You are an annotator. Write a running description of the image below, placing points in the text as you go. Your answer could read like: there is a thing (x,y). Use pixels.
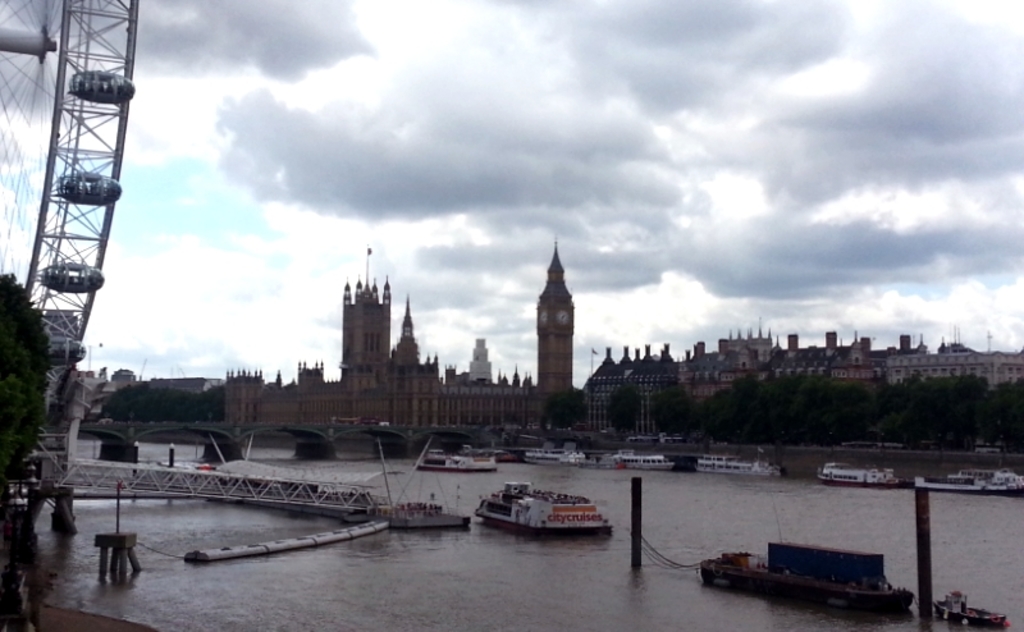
In this image I can see at the bottom (569,469) there are boats (574,530) in this water (590,567), on the right side (727,396) there are trees (745,428). In the middle (587,418) there are houses (386,341), buildings (356,330). At the top (421,173) it is the cloudy sky (427,170).
